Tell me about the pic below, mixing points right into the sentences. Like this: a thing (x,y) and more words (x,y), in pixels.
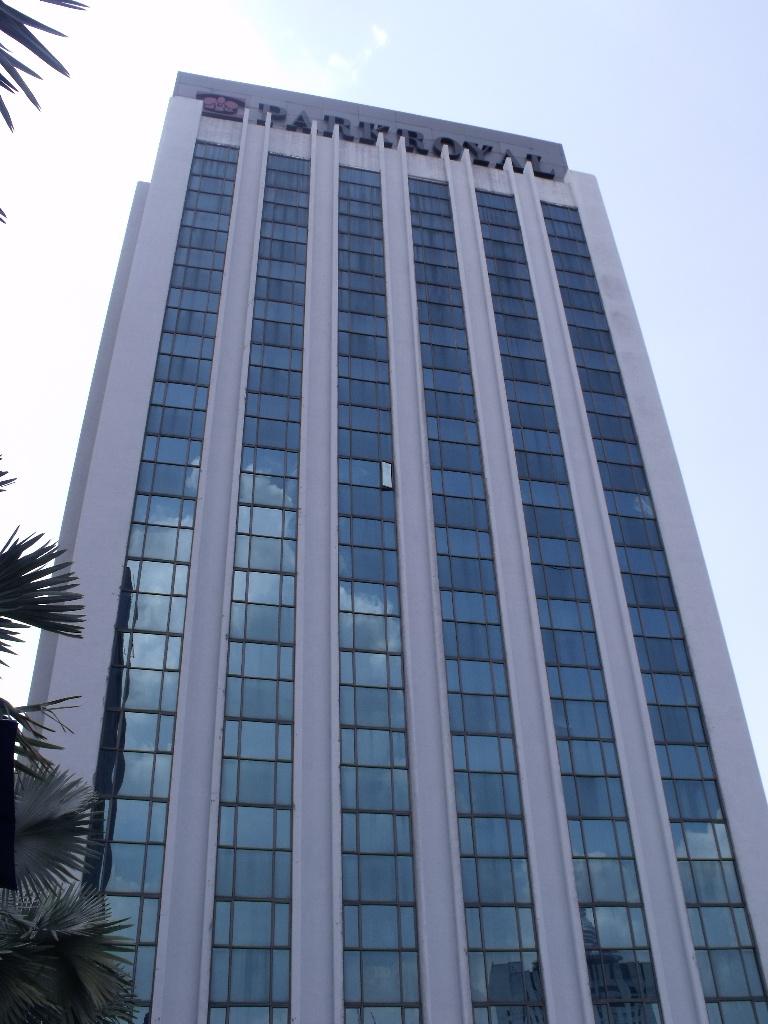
In front of the image there is a building (365,253) with name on it, to the left of the image (45,834) there are leaves (42,895), at the top of the image (117,66) there are clouds (159,49) in the sky (309,7).
